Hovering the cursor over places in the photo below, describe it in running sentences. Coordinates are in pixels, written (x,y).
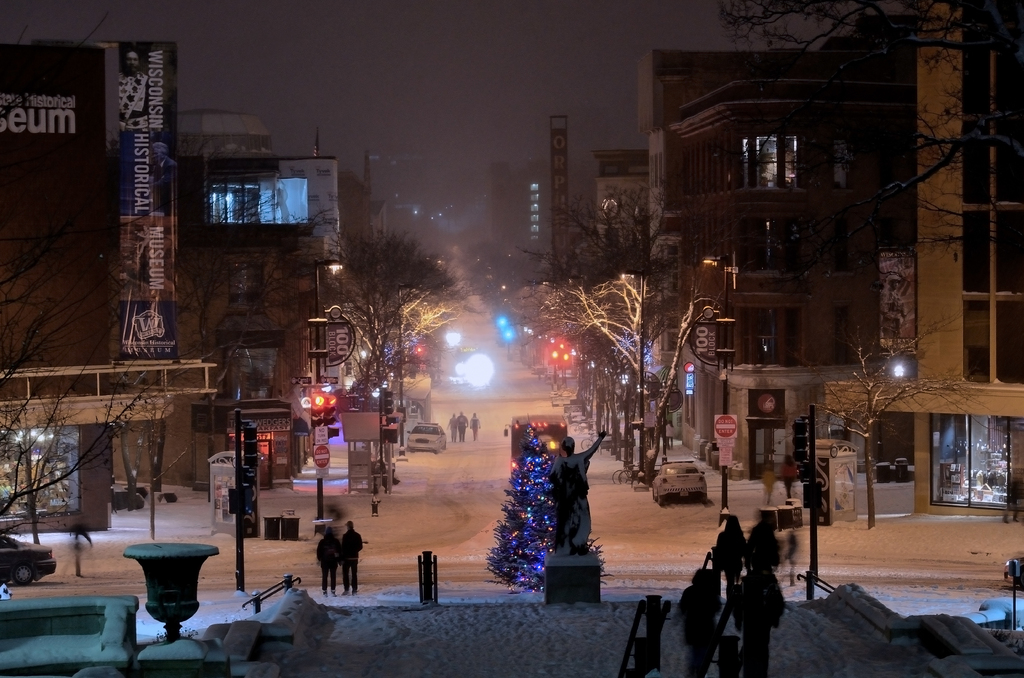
In the image we can see there are many buildings (781,267), trees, people (451,423), vehicle (439,441), this is a sculpture (574,515), snow (473,628), Christmas tree (522,539), poster (159,160), pole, snow (527,613), road (483,399) and a sky (452,97).
